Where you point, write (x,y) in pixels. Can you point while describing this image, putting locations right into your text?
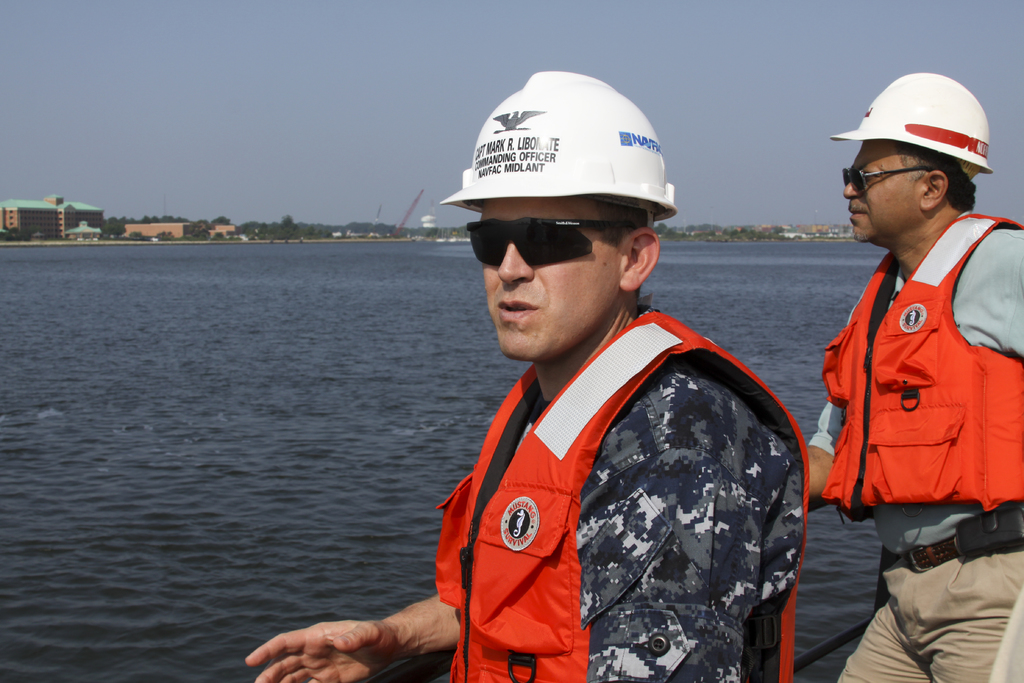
In this picture there are two persons (663,411) with red jackets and white helmets (975,133) are standing. At the back (36,230) there are buildings (50,225), trees (723,236) and there are cranes (410,217). At the top (281,103) there is sky (265,134). At the bottom (244,461) there is water (236,369).
